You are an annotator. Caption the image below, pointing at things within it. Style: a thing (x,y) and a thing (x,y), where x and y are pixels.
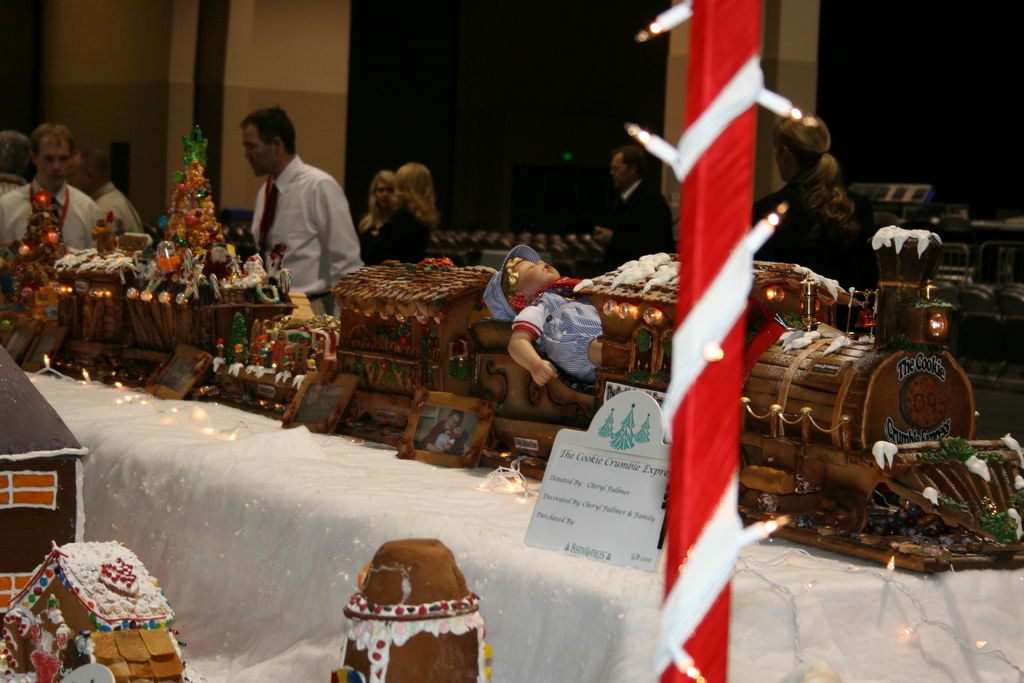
In this picture we can see people (314,198), here we can see a pole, pillars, lights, platform (588,609), on this platform (616,589) we can see wooden objects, toy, photo frames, name board (549,482) and some objects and in the background (497,138) we can see it is dark.
